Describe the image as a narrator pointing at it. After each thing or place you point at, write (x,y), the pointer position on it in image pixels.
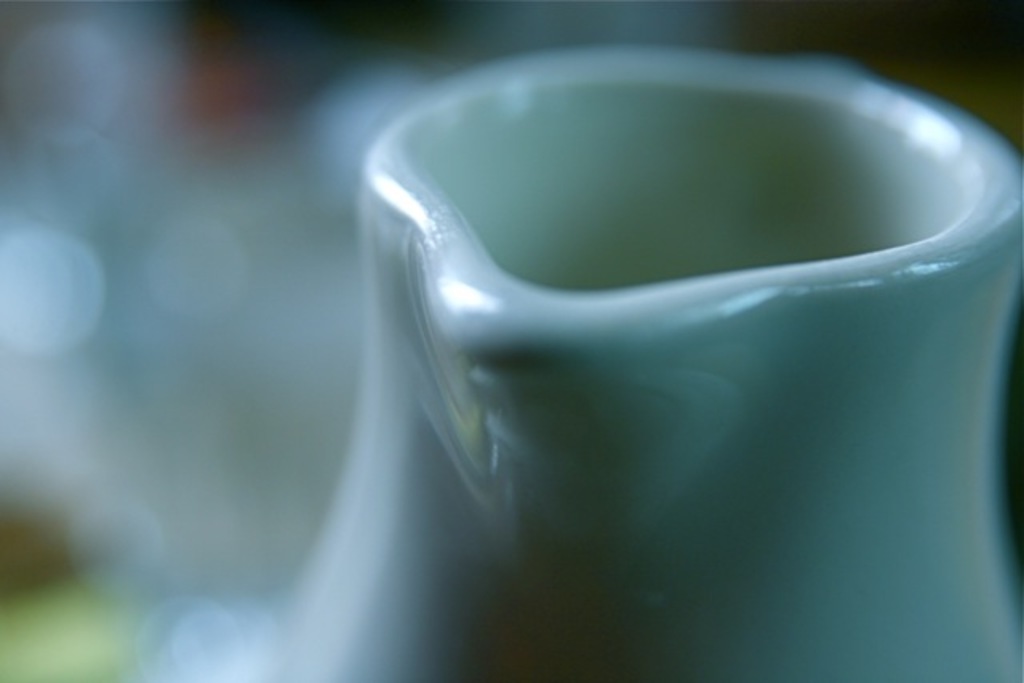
In this picture we can see a jug (549,515) and there is a blur background (867,25).
